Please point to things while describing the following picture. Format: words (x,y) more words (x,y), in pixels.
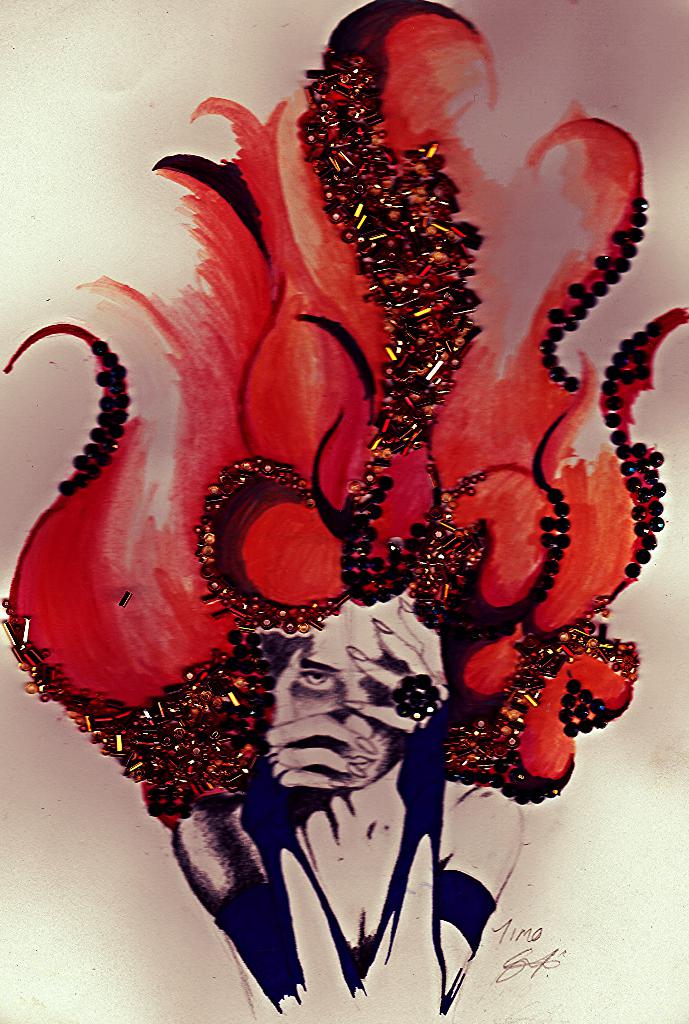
In this picture there is a painting (415,765) of a woman (408,854) and there are objects (212,742) on the painting (391,475). At the bottom (156,886) it looks like a paper (616,901). At the bottom right (499,952) there is a signature (525,953) and there is text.
